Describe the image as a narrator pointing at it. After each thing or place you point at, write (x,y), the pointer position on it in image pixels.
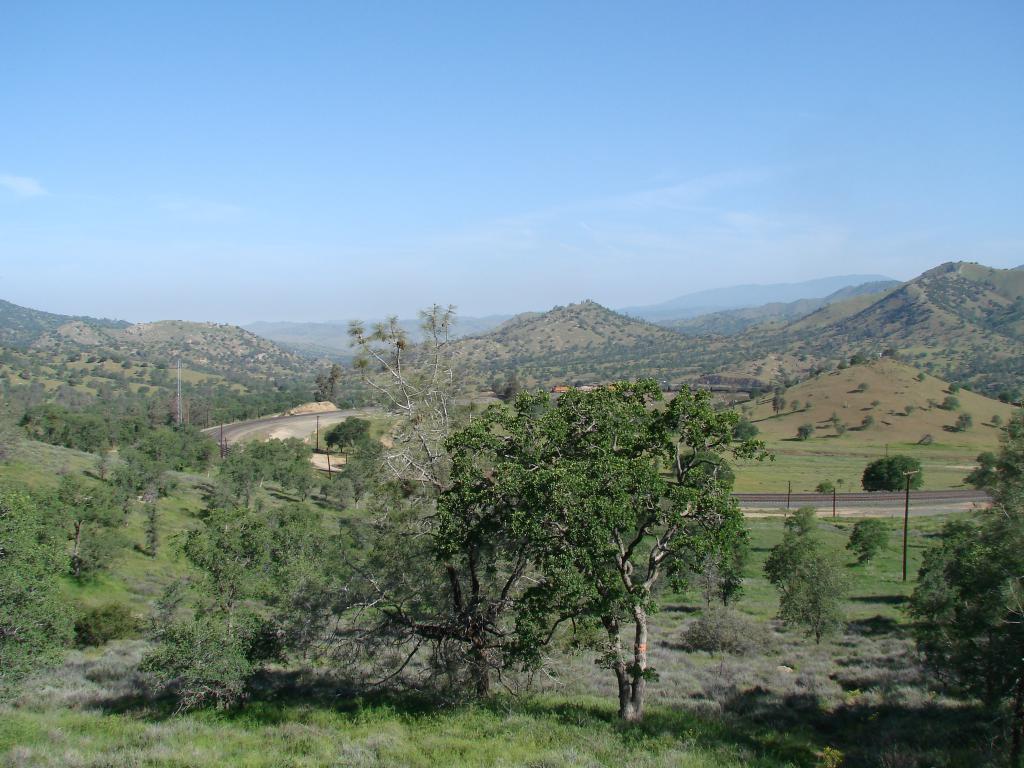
In this image we can see trees (597,529), grass (655,717), plants (840,633), hills (925,397), road (241,430), poles (223,437) and in the background (407,120) there is a sky (362,152).
